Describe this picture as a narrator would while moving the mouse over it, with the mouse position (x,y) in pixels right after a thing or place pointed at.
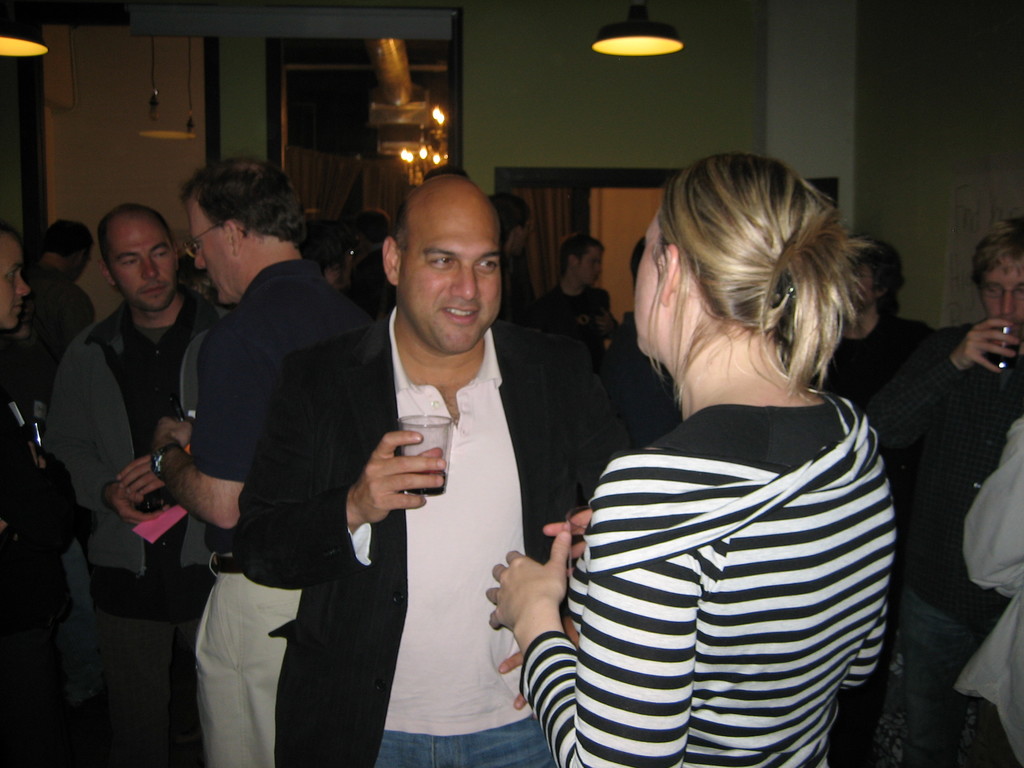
In this picture I can see number of people (749,394) who are standing and I see that few of them are holding glasses (1008,327) in their hands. In the background (170,200) I see the wall (855,50) and on the top of this picture (30,48) I see the lights (630,46).
